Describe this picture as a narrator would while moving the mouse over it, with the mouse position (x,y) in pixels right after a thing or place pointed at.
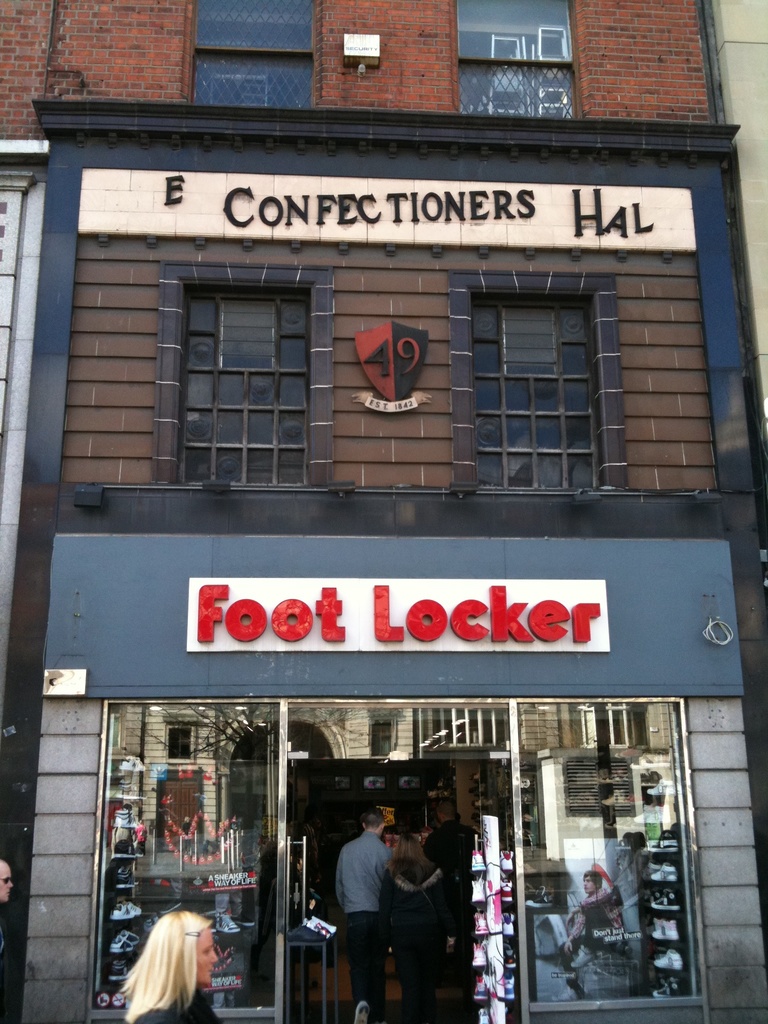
In the center of the image (403,435) we can see building (254,509). At the bottom of the image (344,888) we can see persons (349,888) and store (365,805).
